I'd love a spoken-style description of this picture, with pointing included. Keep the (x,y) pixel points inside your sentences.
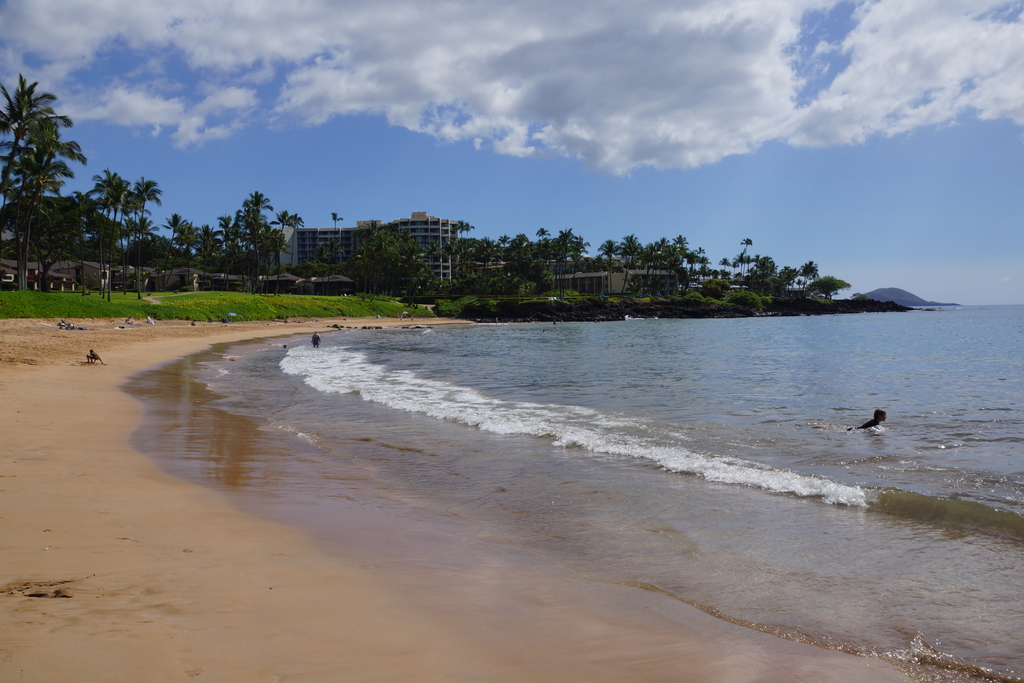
This image is taken outdoors. At the top of the image (830,117) there is a sky (214,90) with clouds (173,108). At the bottom of the image (158,574) there is a ground (20,498). On the right side of the image (894,400) there is a sea (372,436) with waves (637,445). In the background (43,235) there are many trees (264,264). There are a few houses (141,277) and a building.
